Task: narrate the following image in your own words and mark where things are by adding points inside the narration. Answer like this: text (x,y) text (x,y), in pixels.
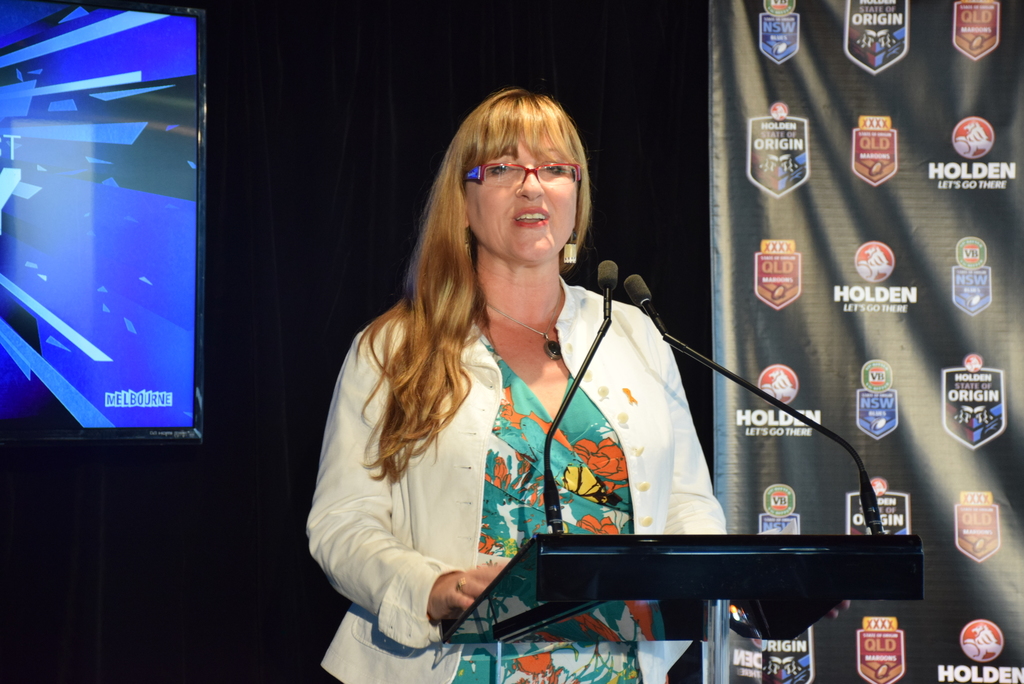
Here I can see a woman (457,503) standing in front of the podium (498,576) and speaking on the microphone (649,311). On the right side (885,362) there is a banner (879,337) on which I can see few logos (784,141) and text (903,309). On the left side (78,252) there is a screen (120,264). The background (136,652) is in black color.
